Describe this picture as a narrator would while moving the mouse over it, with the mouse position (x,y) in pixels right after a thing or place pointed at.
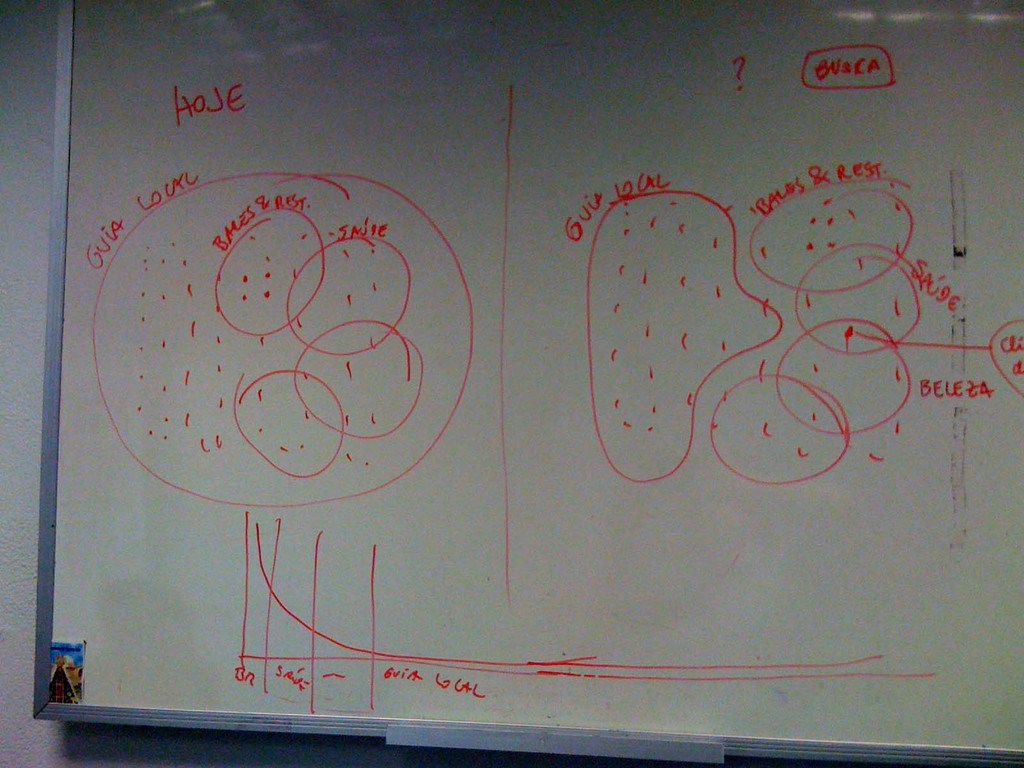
This picture shows a art (305,390) on the whiteboard (847,149). we see some text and drawing (782,376).
